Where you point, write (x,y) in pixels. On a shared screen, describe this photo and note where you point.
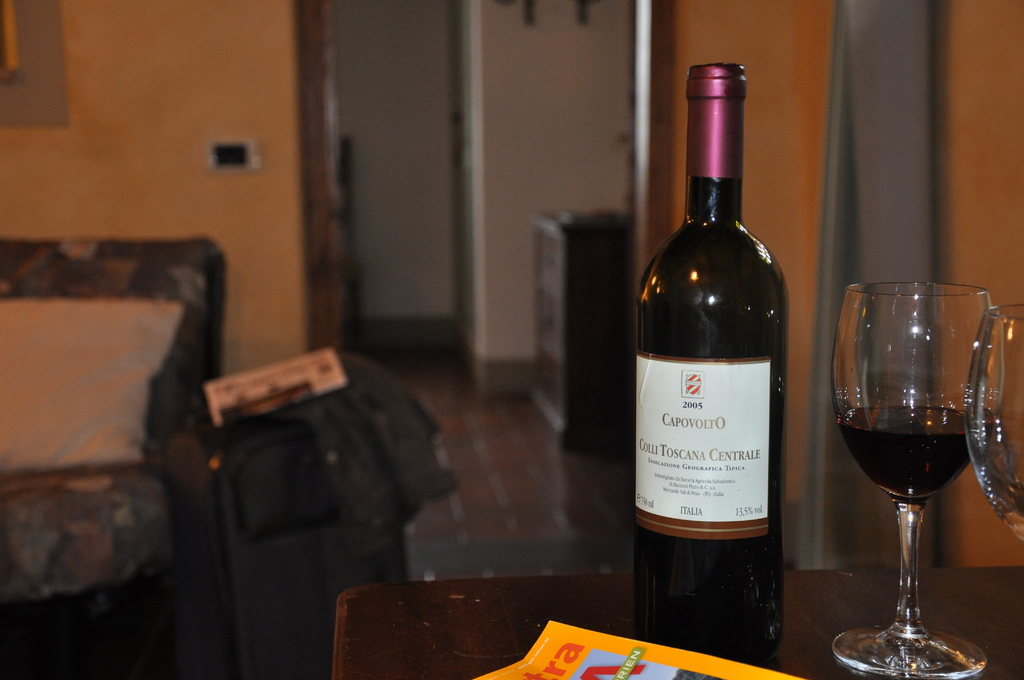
There is a sofa (149,421) on the left side of this image (136,335) and there is a wall (372,172) in the background (357,199). There is a bottle (765,440) and some glasses (925,488) are kept on a table (439,600) as we can at the bottom of this image (524,624).
